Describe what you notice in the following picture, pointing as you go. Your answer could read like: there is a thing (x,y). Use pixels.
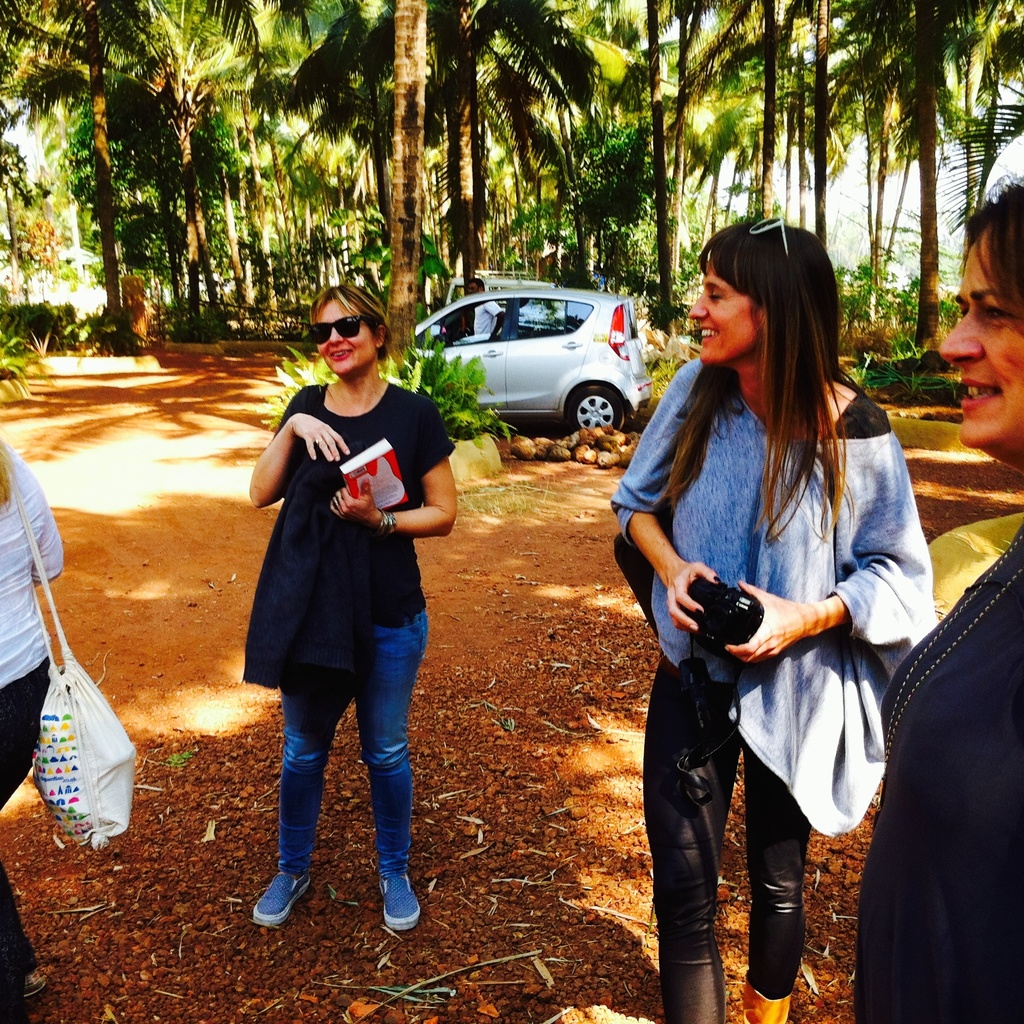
In this image there are people (991,661) standing on a land (198,670), in the background (603,385) there is a car (537,348) and trees (657,156).
